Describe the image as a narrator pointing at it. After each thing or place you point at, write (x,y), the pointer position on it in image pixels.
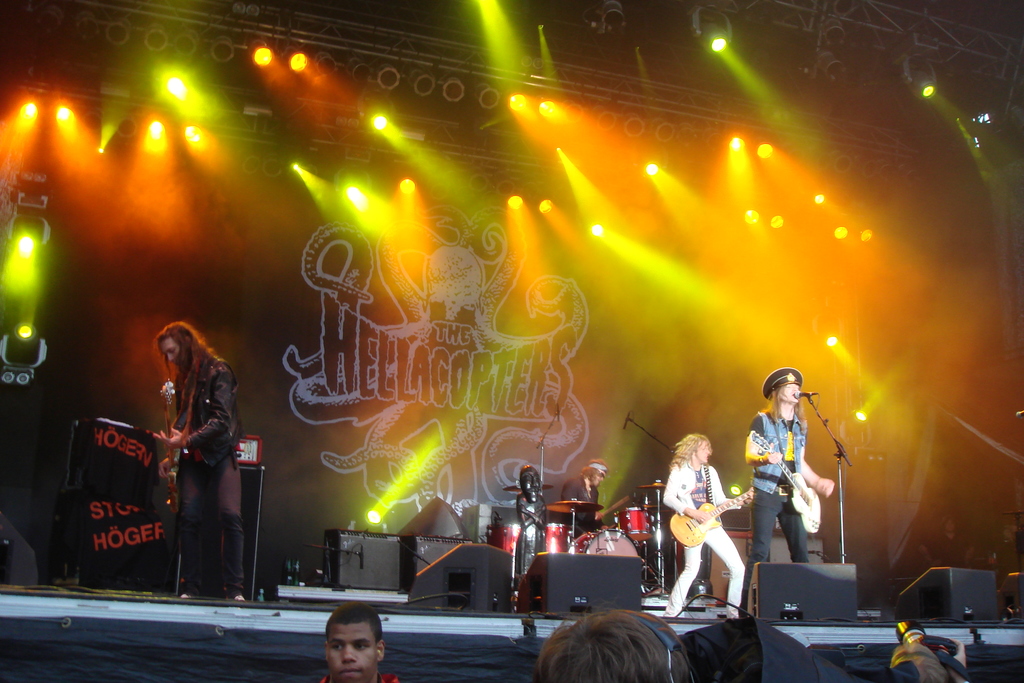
There are three people (229,470) standing and playing the guitar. Here is a person (591,499) sitting and playing the drums (586,534). This looks like a sculpture (520,551). I can see the mics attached to the mike stands (541,440). These look like the speakers (803,607). This looks like a stage show. I think these are the show lights (155,130), which are at the top (185,127). This is a lighting truss (947,39). I can see a hoarding (456,304). At the bottom of the image (363,633), I can see few people (576,622) standing.
